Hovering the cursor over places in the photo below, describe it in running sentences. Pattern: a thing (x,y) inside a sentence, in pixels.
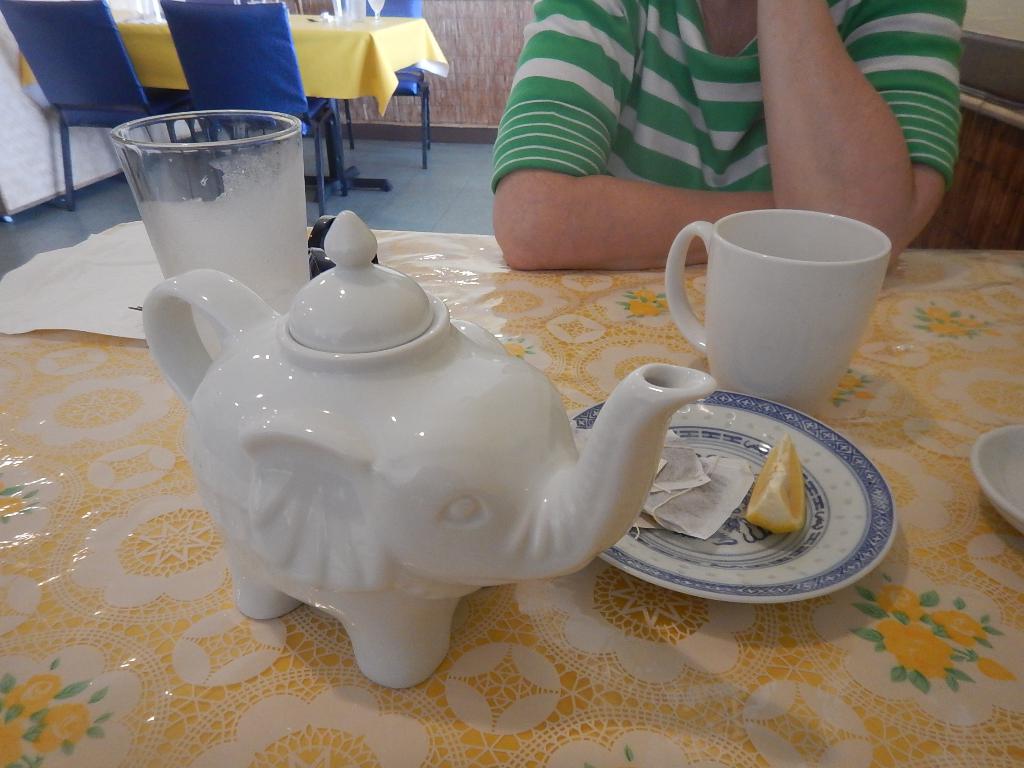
In the given image we can see that, the person (653,114) sitting on chair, in front of him there is a tea cup (799,298), glass (241,180) and a plate (696,574). There is a lemon slice (769,514) in a plate (772,424).
